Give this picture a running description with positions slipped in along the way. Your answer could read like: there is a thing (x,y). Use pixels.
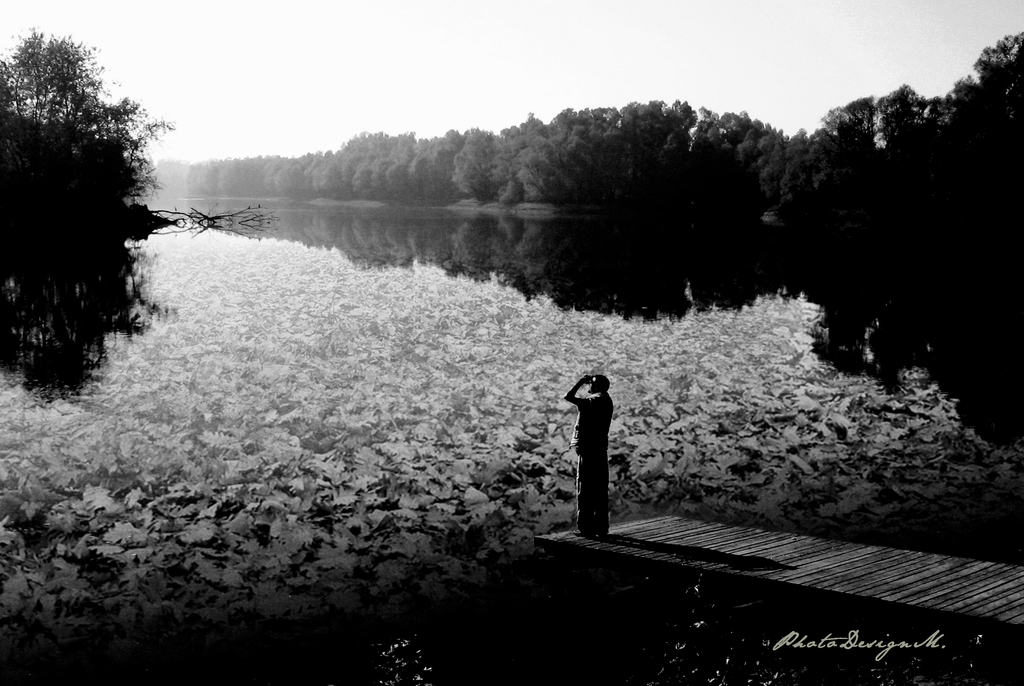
In this picture we can see water (896,630) at the bottom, there are some trees (969,223) in the background (22,159), we can see a man (599,448) standing on the raft (753,567), there is the sky (414,45) at the top of the picture (443,46), we can see text (876,658) at the right bottom (871,646), it is a black and white picture.
